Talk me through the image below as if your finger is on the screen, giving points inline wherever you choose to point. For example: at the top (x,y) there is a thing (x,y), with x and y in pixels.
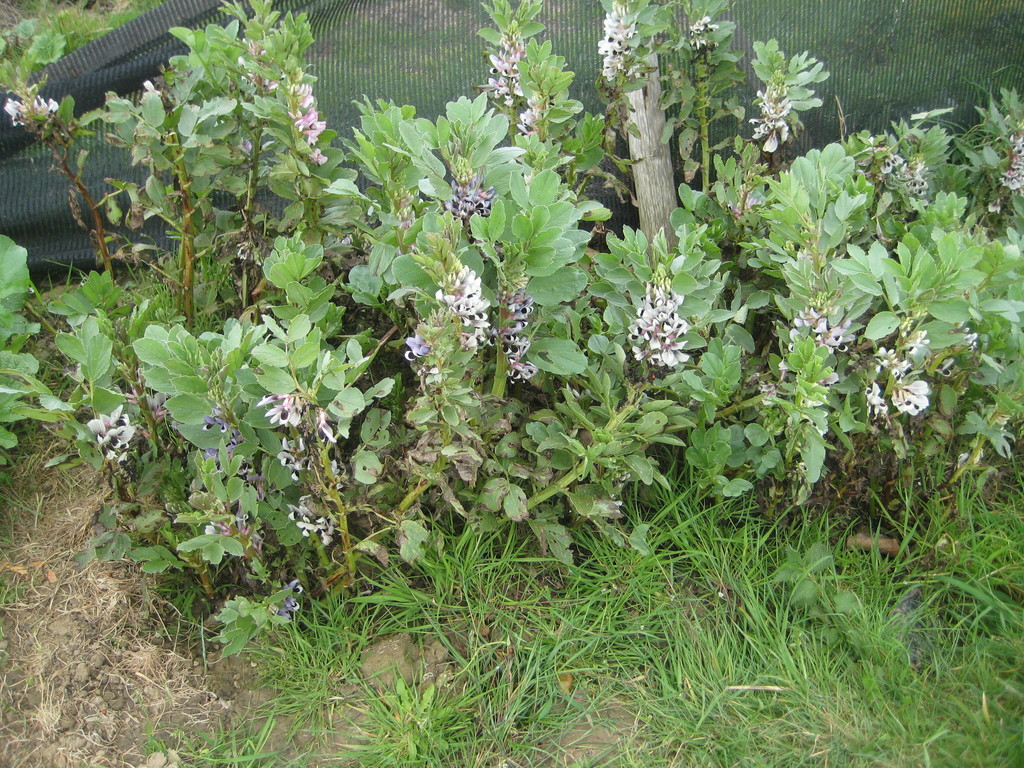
In this image I can see the grass (460,680). I can see the plants (459,312). In the background (452,63), I can see a black colored cloth (421,89).
